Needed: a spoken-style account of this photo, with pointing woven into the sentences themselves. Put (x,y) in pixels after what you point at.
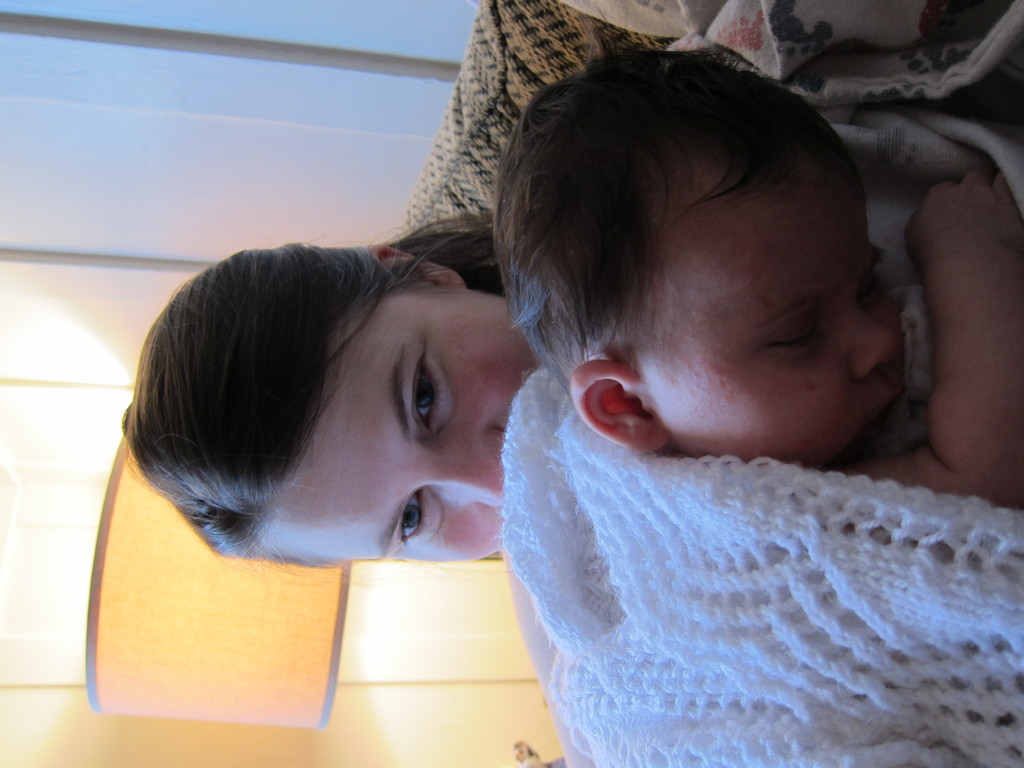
In this image we can see a lady (437,502) holding a baby (683,439). In the background (191,612) there is a lamp (153,641).
